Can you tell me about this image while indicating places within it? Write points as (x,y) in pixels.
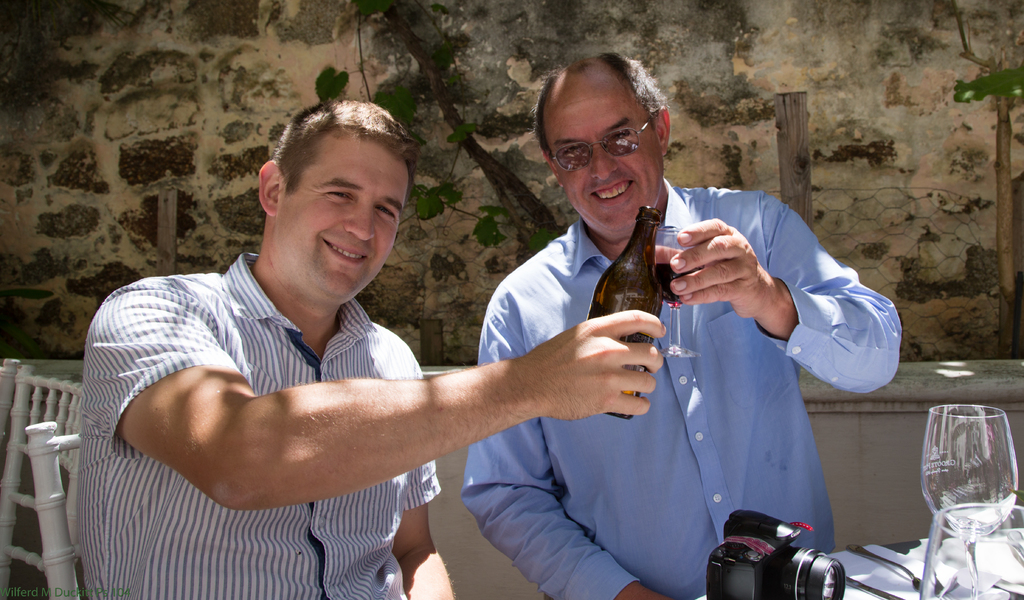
In this image, we can see two persons (548,345) wearing clothes (279,368). The person (264,365) who is on the left side of the image (168,347) holding a bottle (629,306) with his hand (553,360). There is an another person (548,431) in the middle of the image (576,266) holding a glass (674,254) with his hand (709,271). There is a glass (961,494) and camera (773,580) on the table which is in the bottom right of the image (885,569). There is a chair (59,513) in the bottom left of the image (50,472). In the background (97,282), we can see fencing (857,206) and wall (360,86).
